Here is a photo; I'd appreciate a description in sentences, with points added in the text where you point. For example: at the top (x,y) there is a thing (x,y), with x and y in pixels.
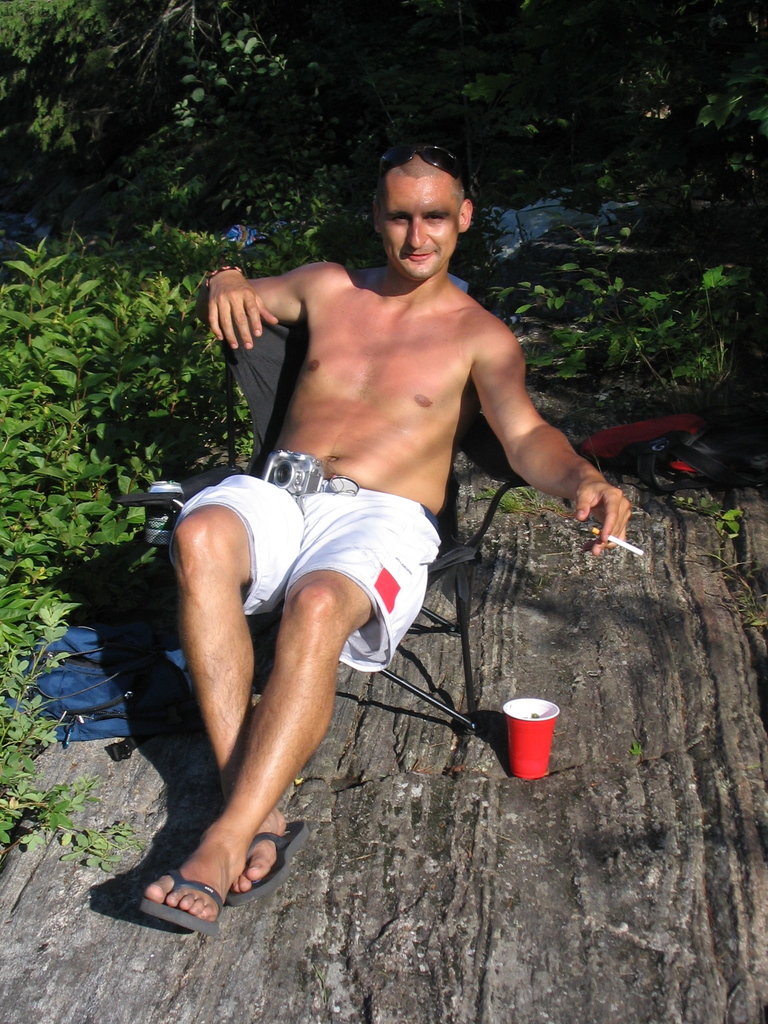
In this picture we can see a man (332,472) sitting on a chair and holding a cigar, we can see a cup (524,725) here, in the background (359,190) there are some plants (315,157), we can see a camera (288,487) here.
